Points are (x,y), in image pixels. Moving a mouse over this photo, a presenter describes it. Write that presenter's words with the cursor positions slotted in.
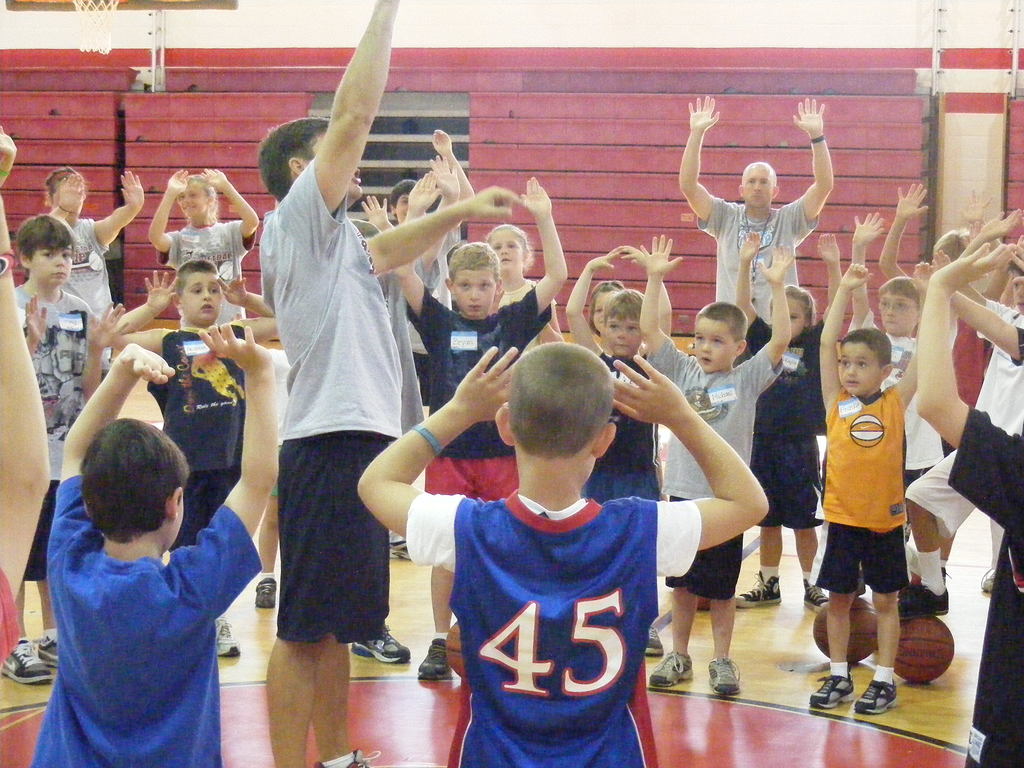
In this image there are a few kids (265,461) and two adults (370,526) raising hands (628,392) up in the air and there are three basketballs (860,599) on the floor (962,648), behind them there is a wall (144,224) and a net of the basket (85,13).
